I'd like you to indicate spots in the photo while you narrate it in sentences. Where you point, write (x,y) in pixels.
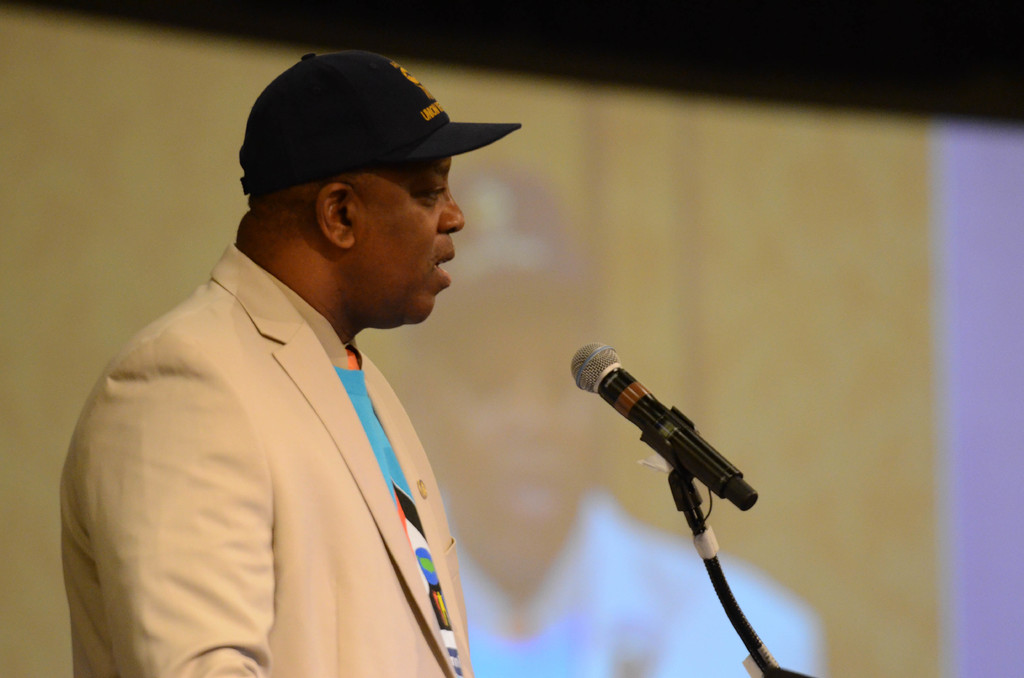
This picture is mainly highlighted with a man (320,453). He is wearing a black cap (412,126). He is standing and giving a speech. He wore a multi color tie (398,498). He wore a cream colour blazer (187,496). Behind to this man (249,585) there is a screen (788,192).
